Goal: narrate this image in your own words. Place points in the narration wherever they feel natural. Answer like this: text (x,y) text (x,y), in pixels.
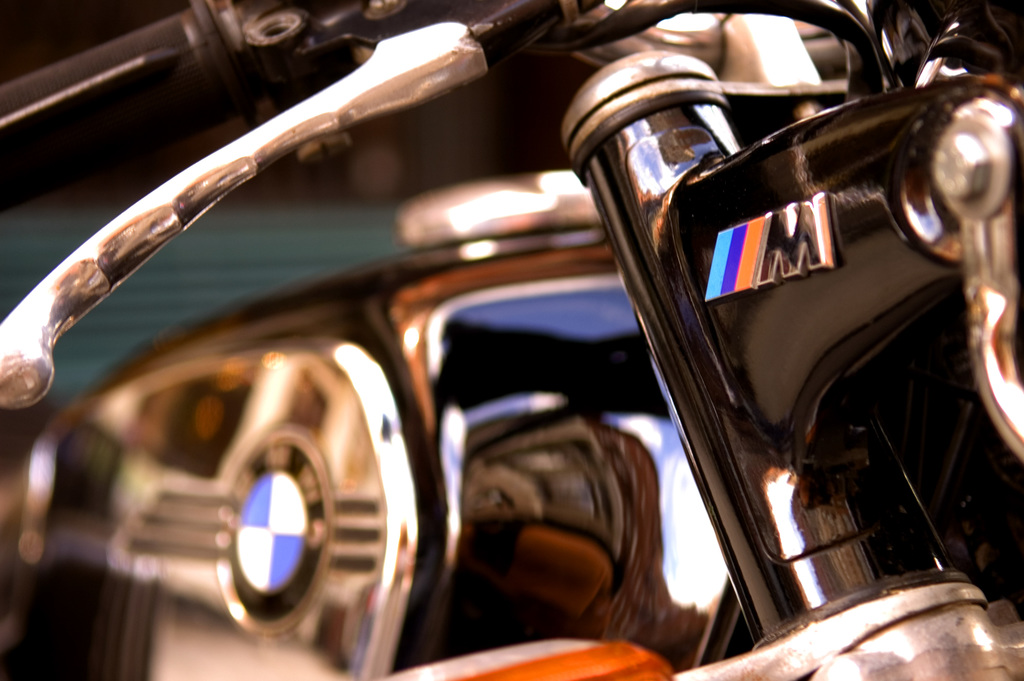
In this image we can see a part (407,449) of a motorbike (322,111) and a blurry background (345,218).
